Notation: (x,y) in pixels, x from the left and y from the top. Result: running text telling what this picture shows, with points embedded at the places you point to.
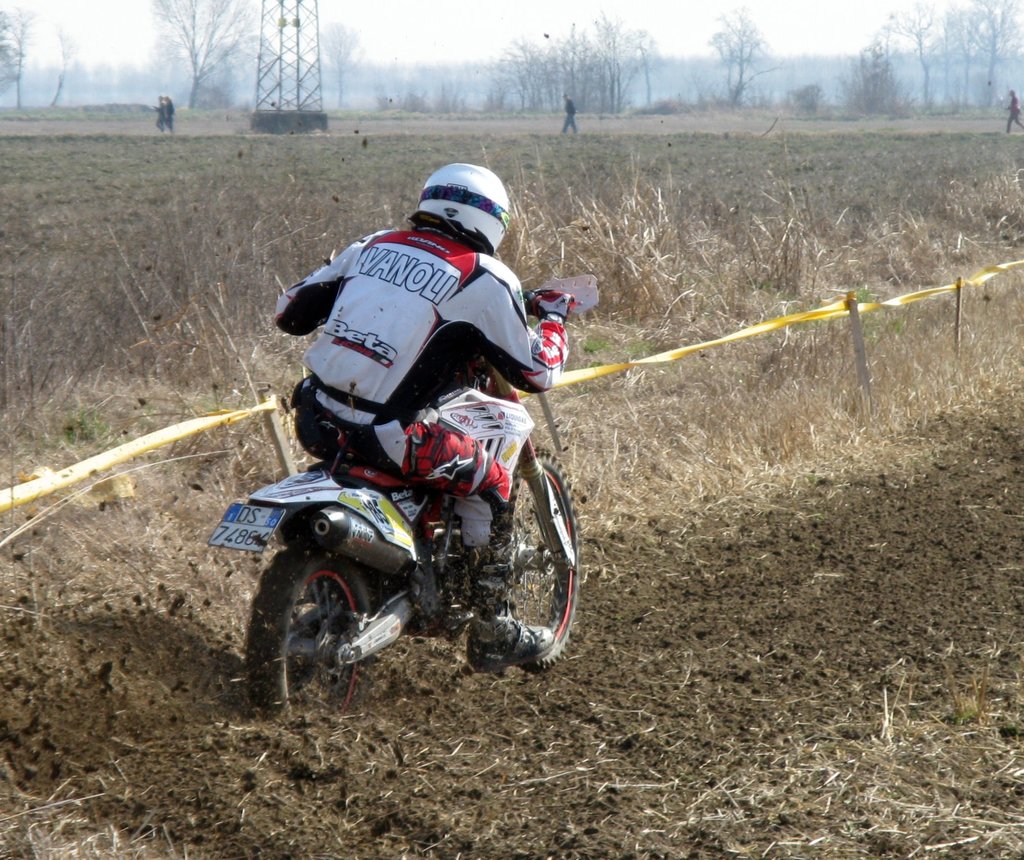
In the image we can see a person (393,379) wearing clothes (417,329), shoes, gloves (556,309), helmet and the person (410,458) is riding on the two Wheeler (409,557). Here we can see dry grass (698,408), soil (737,636) and there are other people (170,121) walking and they are wearing clothes (159,112). Here we can see transformer tower (284,82), trees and the sky (442,27).
